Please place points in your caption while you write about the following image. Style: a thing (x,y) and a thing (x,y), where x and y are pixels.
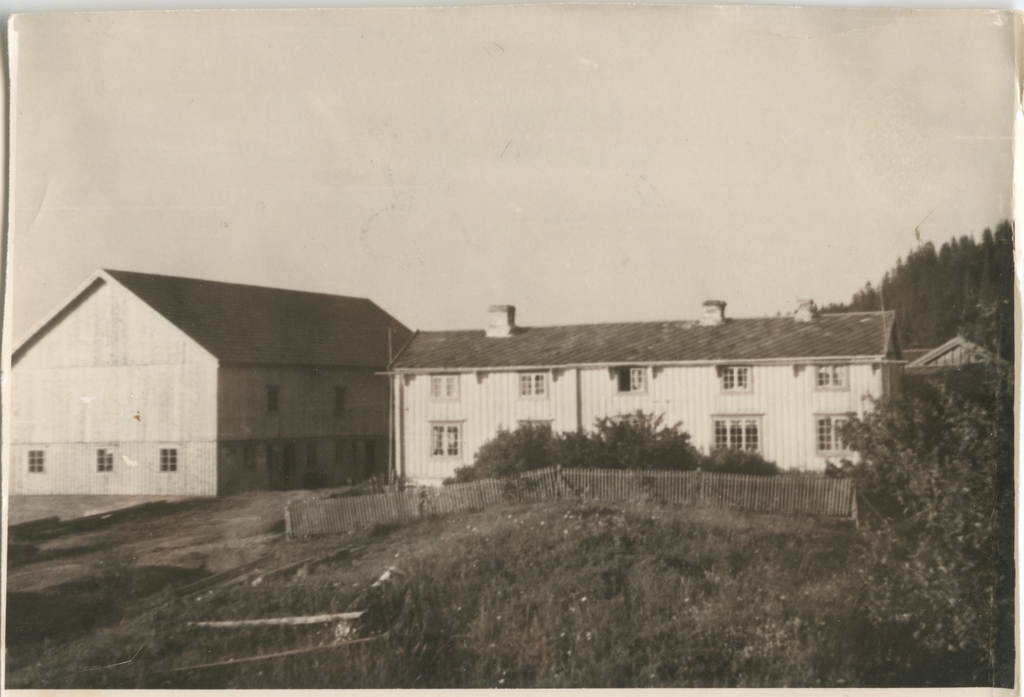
In the image we can see there are buildings (379,403) and windows (723,433) of the building (726,445). Here we can see fence (749,503), grass (699,514), plant (951,470), trees (907,284) and a sky (416,67).
